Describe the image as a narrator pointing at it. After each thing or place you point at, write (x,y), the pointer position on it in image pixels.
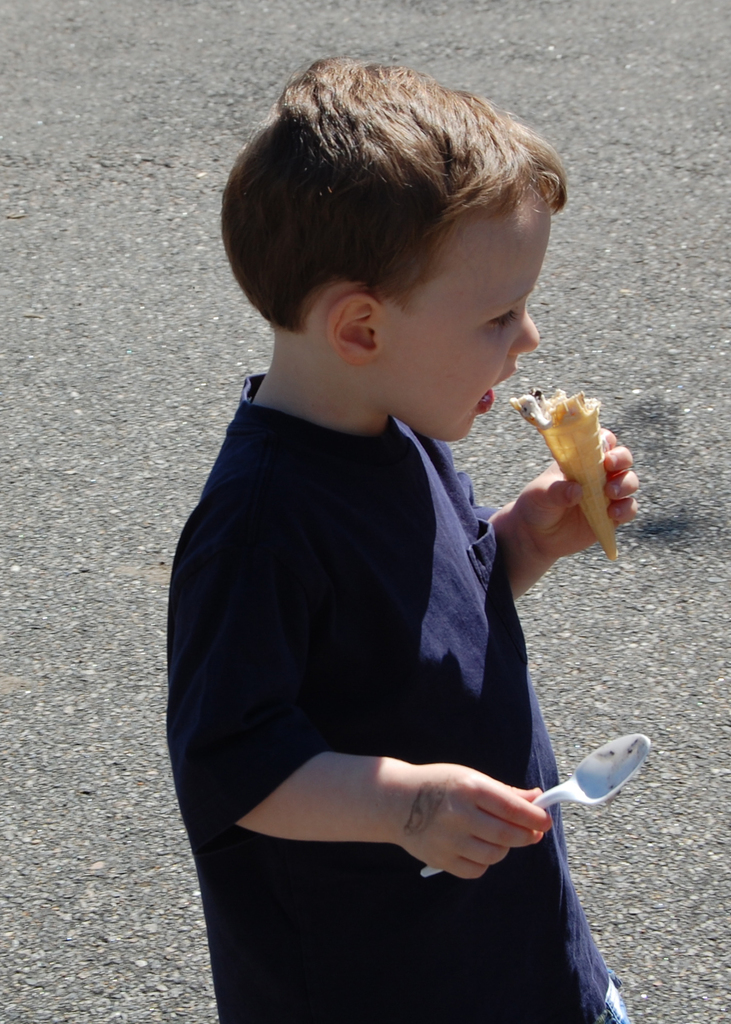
In this image there is a boy (371,576) walking on a road (601,716), holding a spoon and a cone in his hand (568,506).
